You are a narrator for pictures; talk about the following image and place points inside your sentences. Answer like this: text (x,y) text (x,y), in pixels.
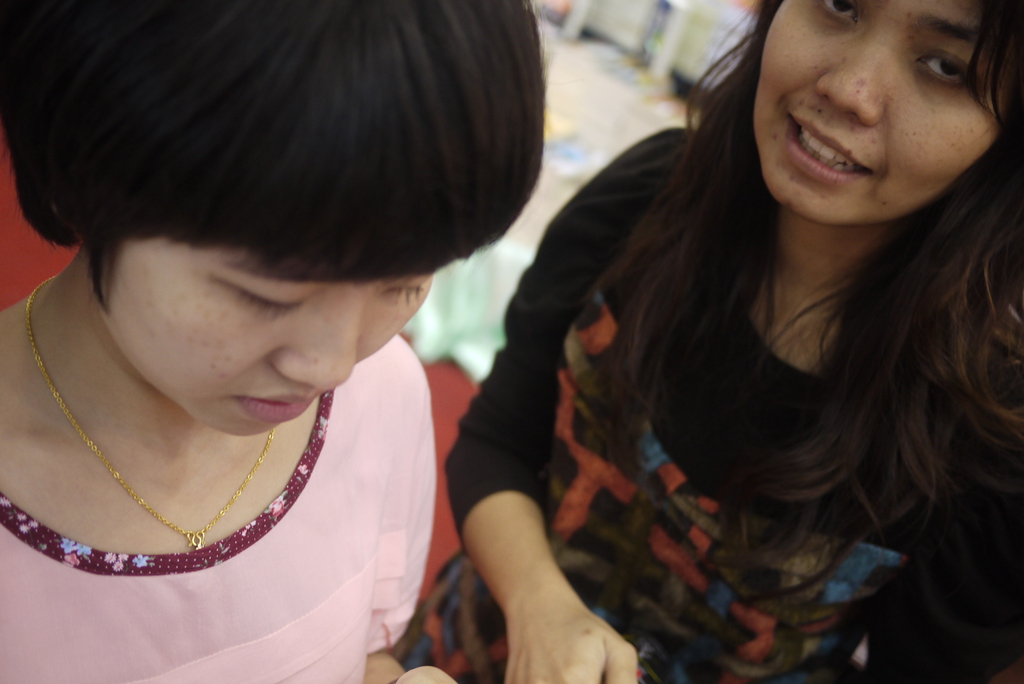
In this picture we can observe two women (689,490). One of them is wearing pink color dress (348,587) and the other is wearing black color dress (743,530). We can observe gold color chain (257,466) in one of the women's neck (129,465). The background (603,32) is blurred.
